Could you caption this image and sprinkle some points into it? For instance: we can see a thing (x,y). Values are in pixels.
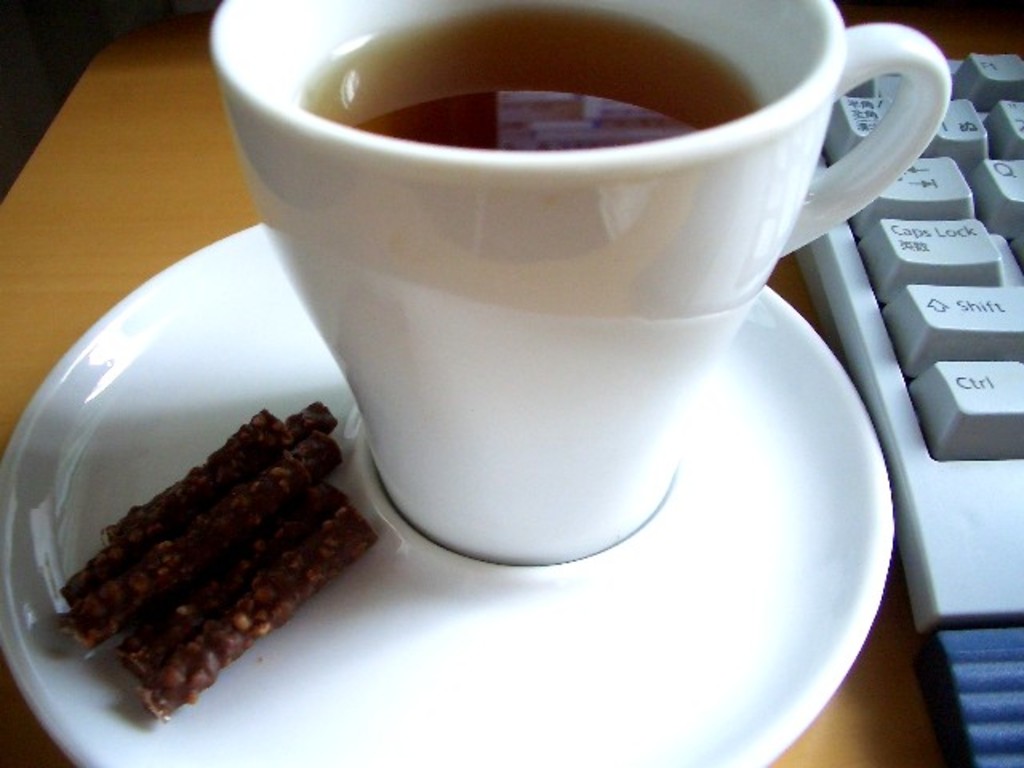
There is a white cup (460,422) of drink (396,57) and food item (198,534) and a white plate (595,595). There is a white keyboard (950,415) on the right (973,409) on a wooden surface (888,621).
